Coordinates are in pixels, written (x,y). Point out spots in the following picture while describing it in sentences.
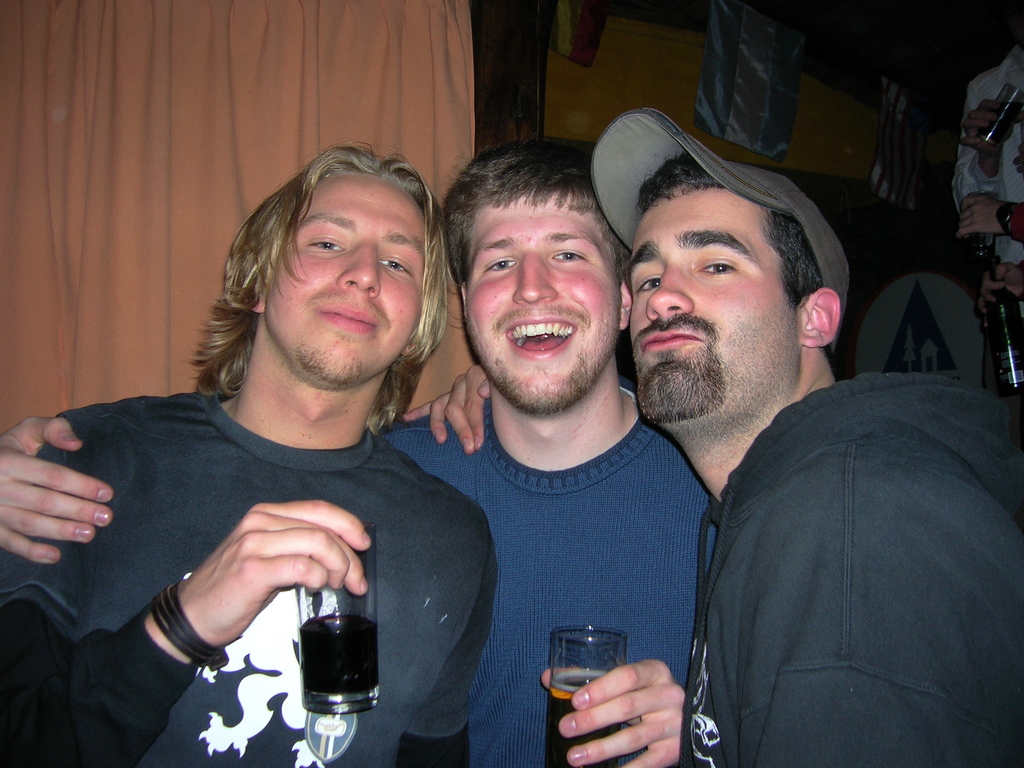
In this image we can see a person's (489,581) standing. In the background (94,248) there is a curtain (318,122), clothes (899,121), person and wall (608,82).
